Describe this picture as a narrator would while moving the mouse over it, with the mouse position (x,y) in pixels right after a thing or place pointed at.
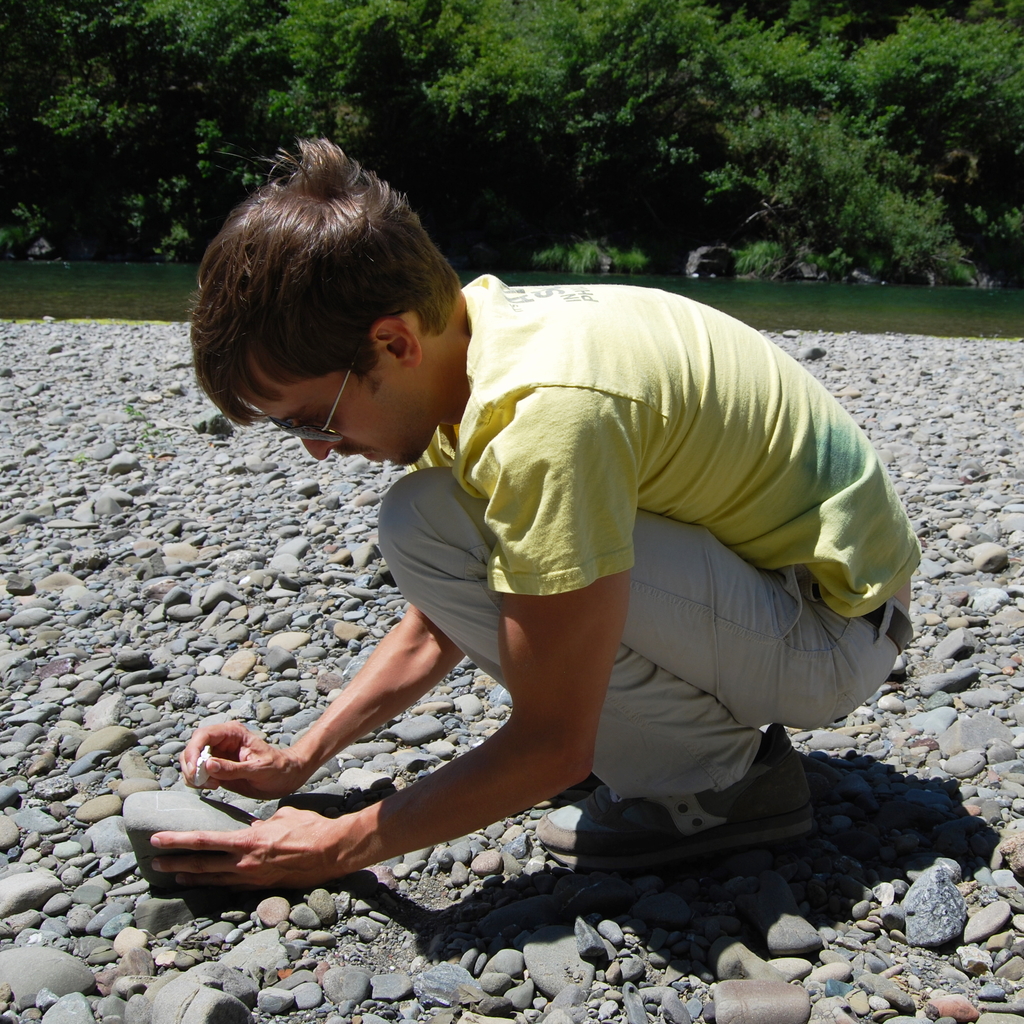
In this image I can see a person (533,428) wearing yellow t shirt (655,419), white pant (704,612) and footwear (714,804) is holding a stone (168,801) and a white colored object (207,777) in his hands (228,782). In the background (813,291) I can see the water (846,305) and few trees (676,135).
